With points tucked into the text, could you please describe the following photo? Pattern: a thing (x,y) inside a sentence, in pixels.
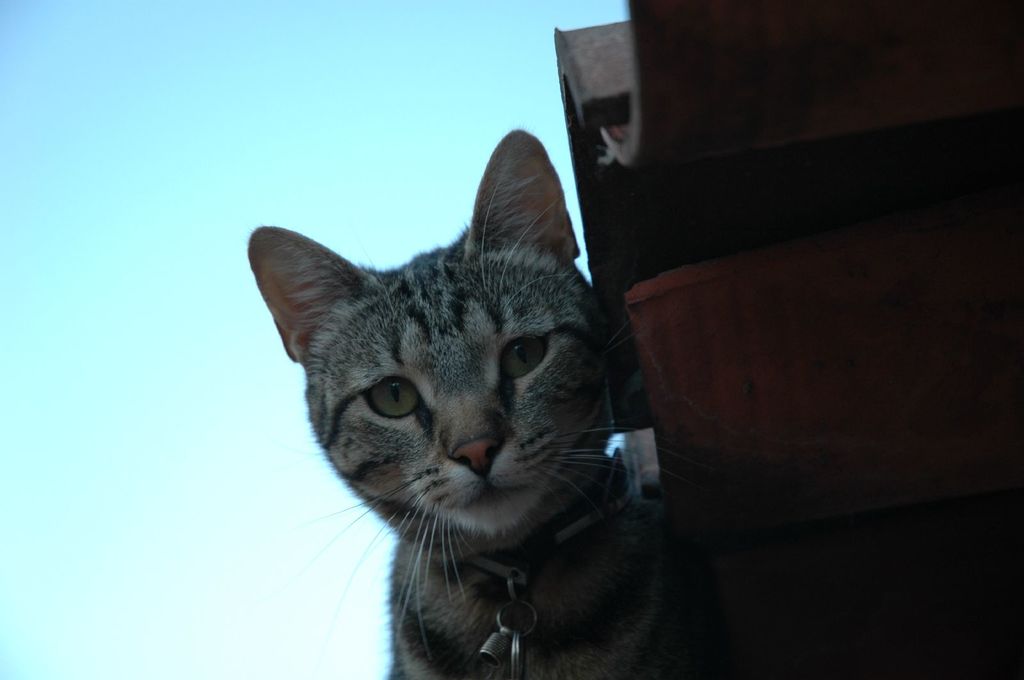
In the image we can see a cat (429,466), this is a cat belt (535,546) and a pale blue sky (139,479).
